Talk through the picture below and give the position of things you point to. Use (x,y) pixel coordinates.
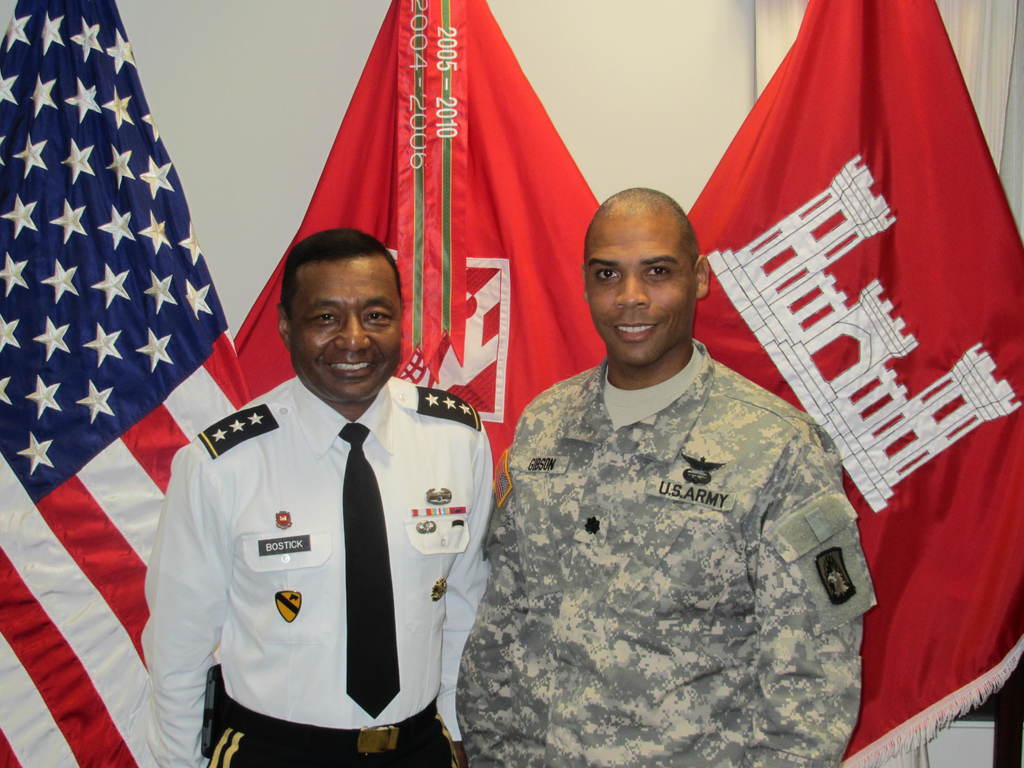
Here in this picture we can see two persons (544,395) standing over there and both of them are smiling and behind them we can see different flag posts (133,213) present over there.
